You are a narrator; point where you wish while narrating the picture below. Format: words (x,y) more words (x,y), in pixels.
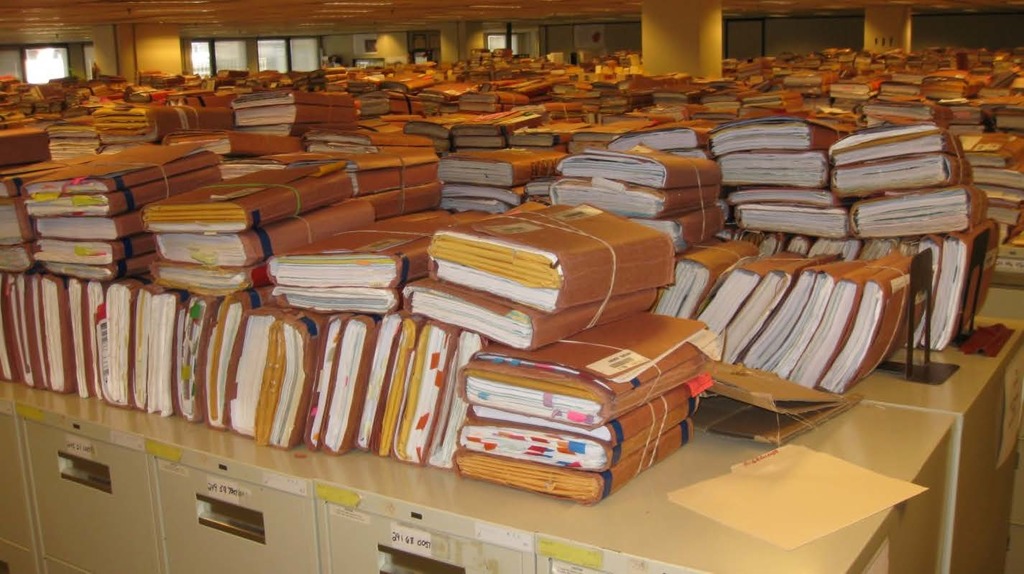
In this image we can see there are so many files (584,205) are arranged on the tables (846,438). In the background (477,21) there are pillars (706,26), wall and windows (498,36).
